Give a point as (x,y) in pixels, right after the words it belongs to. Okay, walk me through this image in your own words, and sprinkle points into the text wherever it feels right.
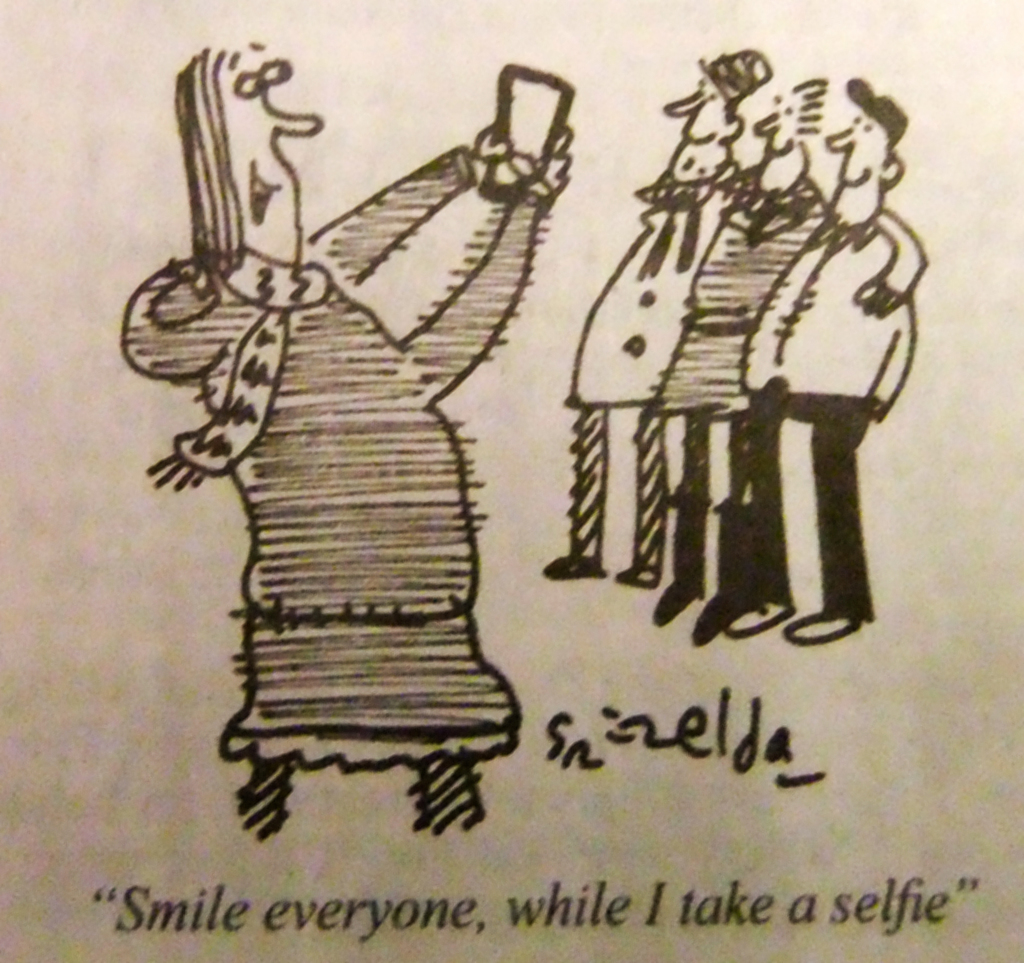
In this image we can see the sketch of the picture and there are people (732,247) standing and there is another person (512,165) holding an object (525,116). And there is a text (392,908) written on the picture.
